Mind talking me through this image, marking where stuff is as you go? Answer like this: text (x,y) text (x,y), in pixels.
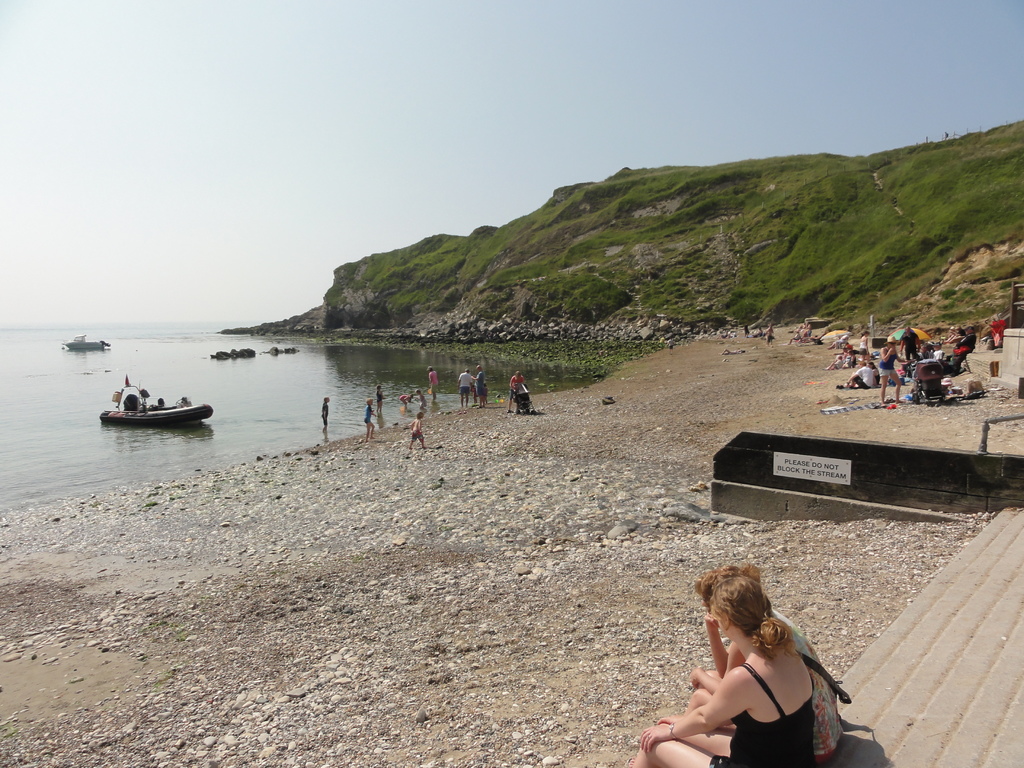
This is an outside view. At the bottom (695,685) two persons (728,683) are sitting facing towards the left side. On the right side (853,479) there is a wall (902,479) and I can see many people (911,354). Few are sitting, few are standing. There is an umbrella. In the background (697,254) there is a hill (786,193). On the left side (131,387), I can see few boats (158,420) on the water (108,399) and few people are standing on the ground (447,436). At the top of the image (477,130) I can see the sky (370,138).
